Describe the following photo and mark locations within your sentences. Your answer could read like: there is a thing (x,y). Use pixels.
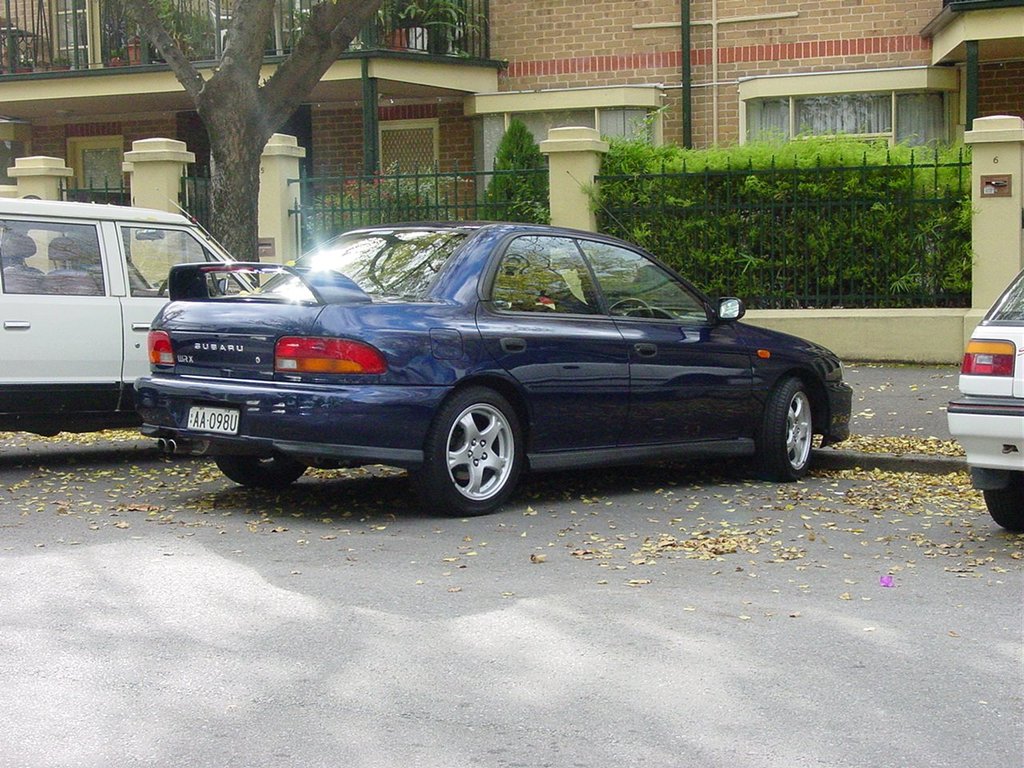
In this image we can see cars (480,435) on the road (541,503). In the background of the image (250,10) there is a house (45,115), metal fencing (867,170), plants (891,198), trees (211,196).
